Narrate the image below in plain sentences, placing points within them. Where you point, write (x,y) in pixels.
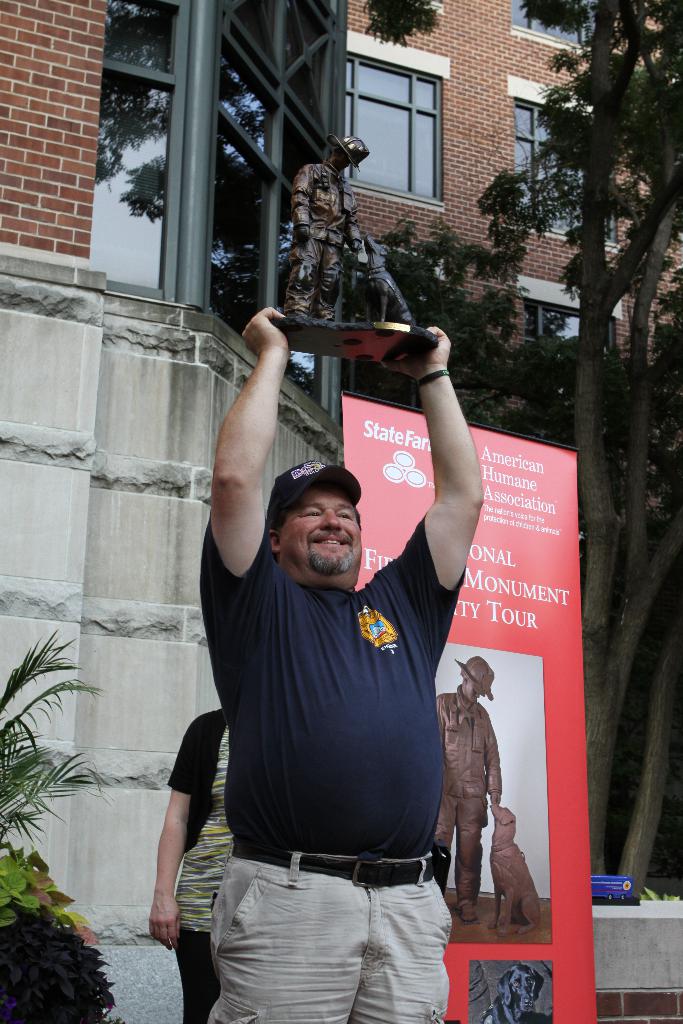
In this picture I can see two persons (362,823) standing. I can see a man (259,831) standing and smiling by holding an object (291,303). There is a banner (529,873). There are plants (93,1003), trees (362,367), and in the background (34,538) there is a building (34,538).
